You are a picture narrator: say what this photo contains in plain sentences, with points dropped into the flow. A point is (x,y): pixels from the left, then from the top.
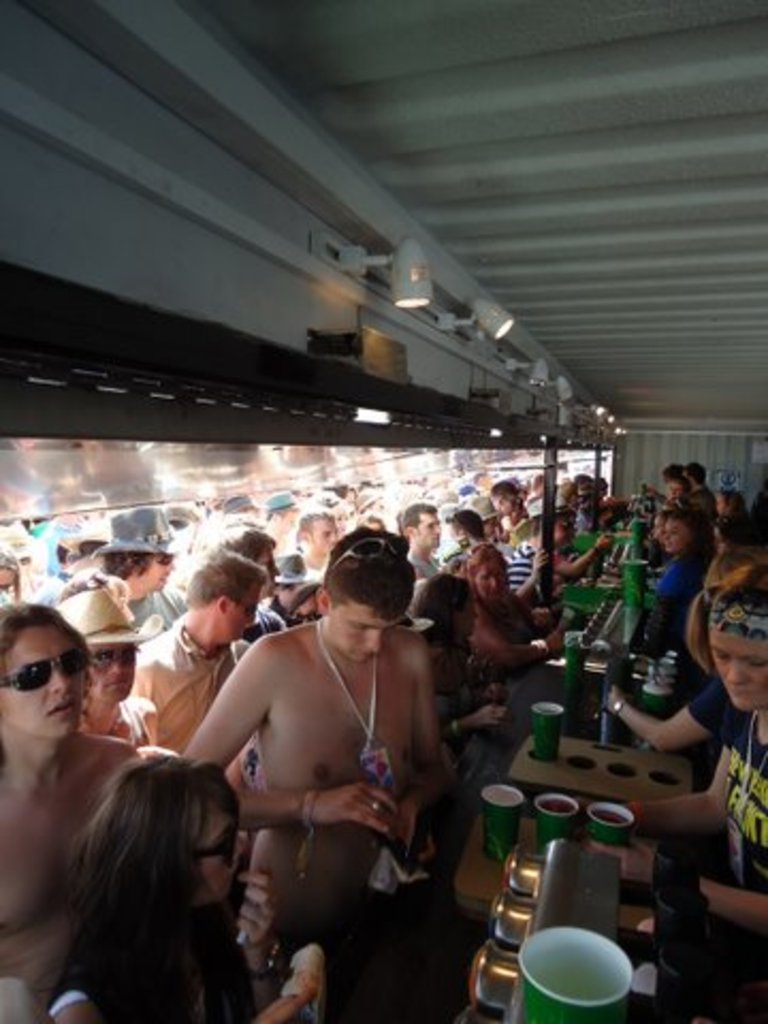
In the middle (349,628) a man (346,641) is there and few other people (2,796) are standing, on the right side (764,652) a girl (712,621) is there she, wore a t-shirt (743,816).
